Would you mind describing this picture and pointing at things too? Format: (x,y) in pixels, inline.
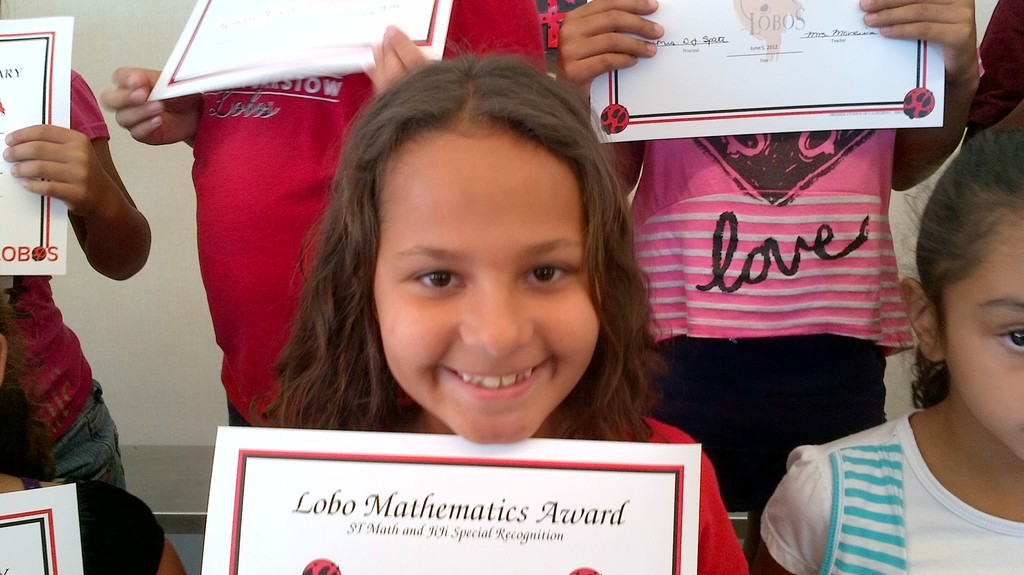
In this image we can see many people (455,237) holding certificates (309,509). In the background (78,255) there is a wall (82,56).
